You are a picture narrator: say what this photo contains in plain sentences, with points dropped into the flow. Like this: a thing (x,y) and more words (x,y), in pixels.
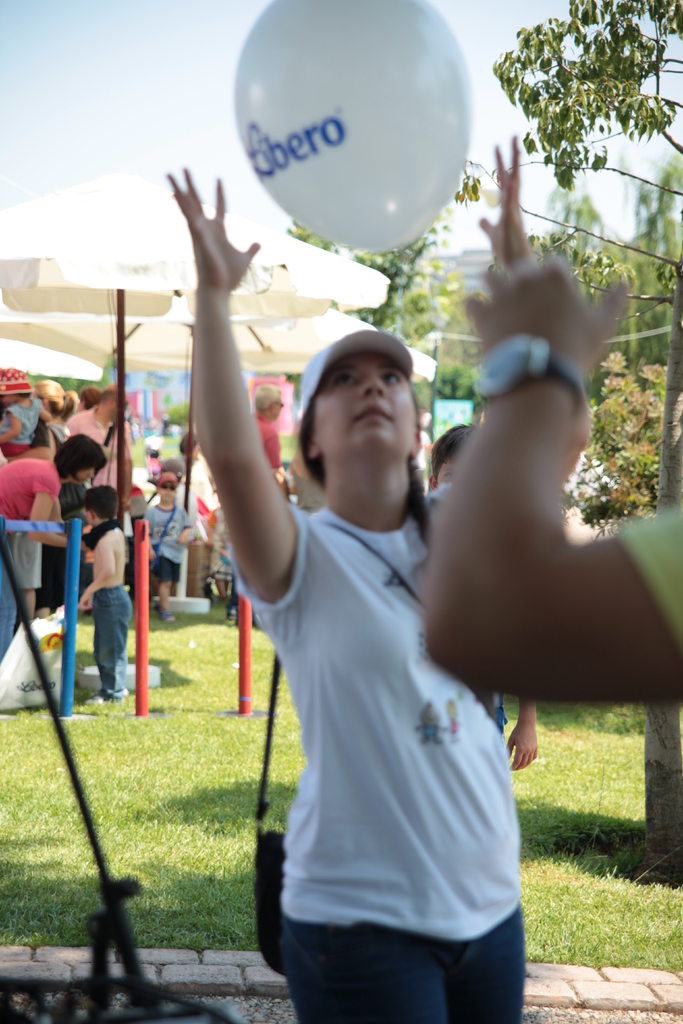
In the image there is a park (200,619) and some events are going on in that park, there is a woman (361,679) standing in the front (385,576) and trying to catch a balloon (320,147) and behind her there are many other people (70,431) and on the right side (639,296) there are few trees (415,323).
